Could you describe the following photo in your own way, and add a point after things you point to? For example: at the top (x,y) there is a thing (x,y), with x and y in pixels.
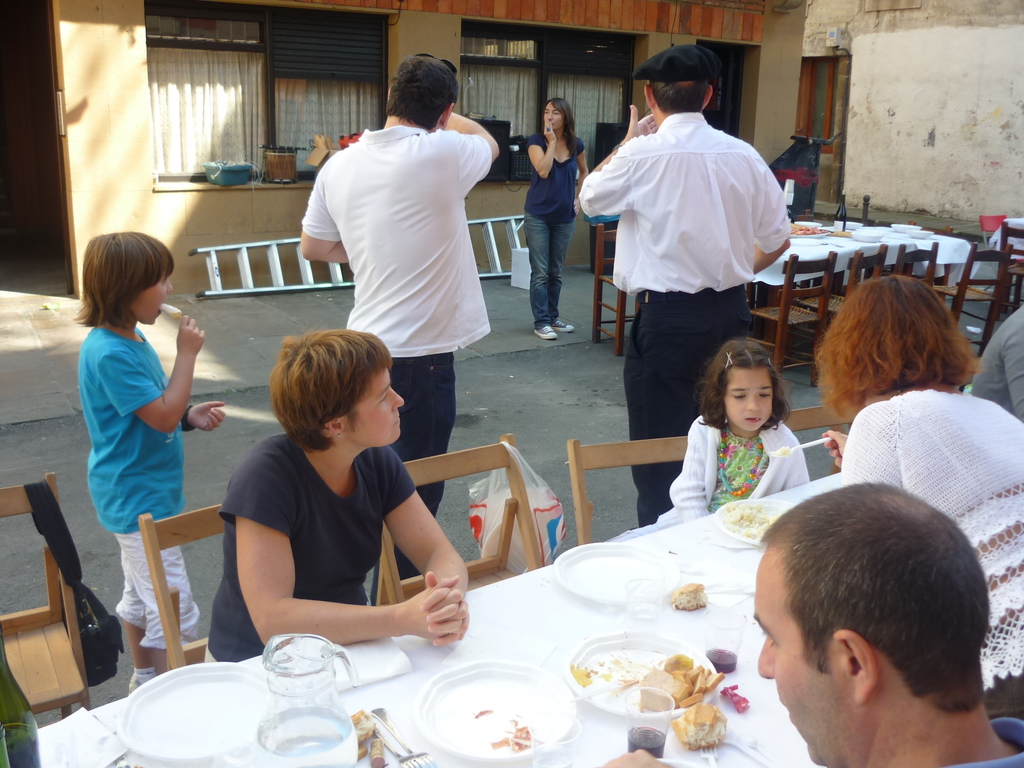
There are so many people (367,273) standing on road (807,394) and few people (924,420) sitting around the dining table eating food (663,683) behind them there is a building (275,5).
